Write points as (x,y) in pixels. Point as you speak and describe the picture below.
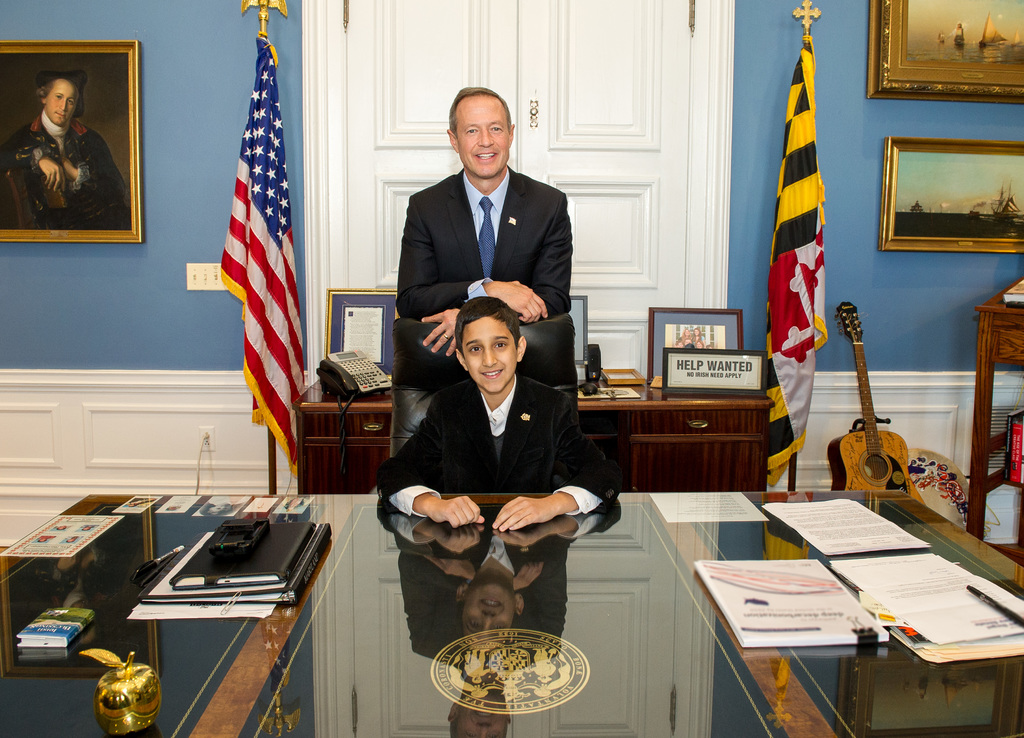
In this image I can see a boy (449,461) is sitting on a chair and a man (420,202) is standing. I can see both of them are wearing formal dress (476,406). Here I can see a table (471,654) and on it I can see few books (836,577), few papers (962,589), a file (260,596) and few other stuffs (132,717). In the background (236,186) I can see few flags (773,264), a white colour door (522,162), a guitar (833,465) and few frames (1008,234) on these walls (164,315). I can also see smile on their faces (471,154) and here I can see something is written.
